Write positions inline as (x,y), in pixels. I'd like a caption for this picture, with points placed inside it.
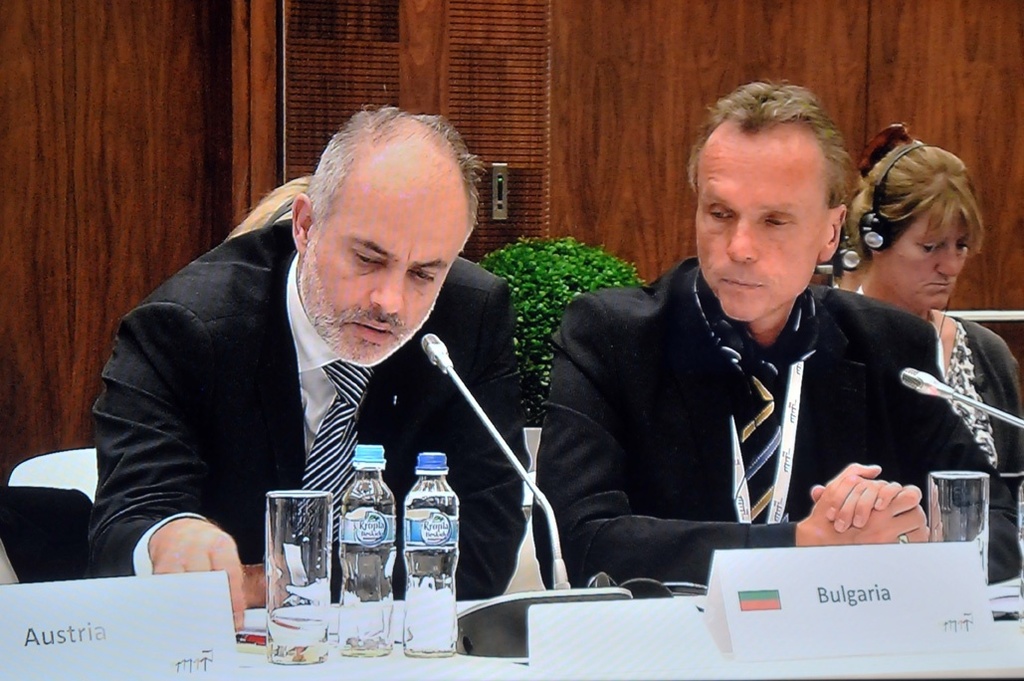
In this picture I can see three persons (562,425) sitting on the chairs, there are water bottles (451,511), glasses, mike's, papers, name plates (715,593) on the table (994,664), and in the background (620,190) there is a plant (538,259) and a wooden wall (607,160).
